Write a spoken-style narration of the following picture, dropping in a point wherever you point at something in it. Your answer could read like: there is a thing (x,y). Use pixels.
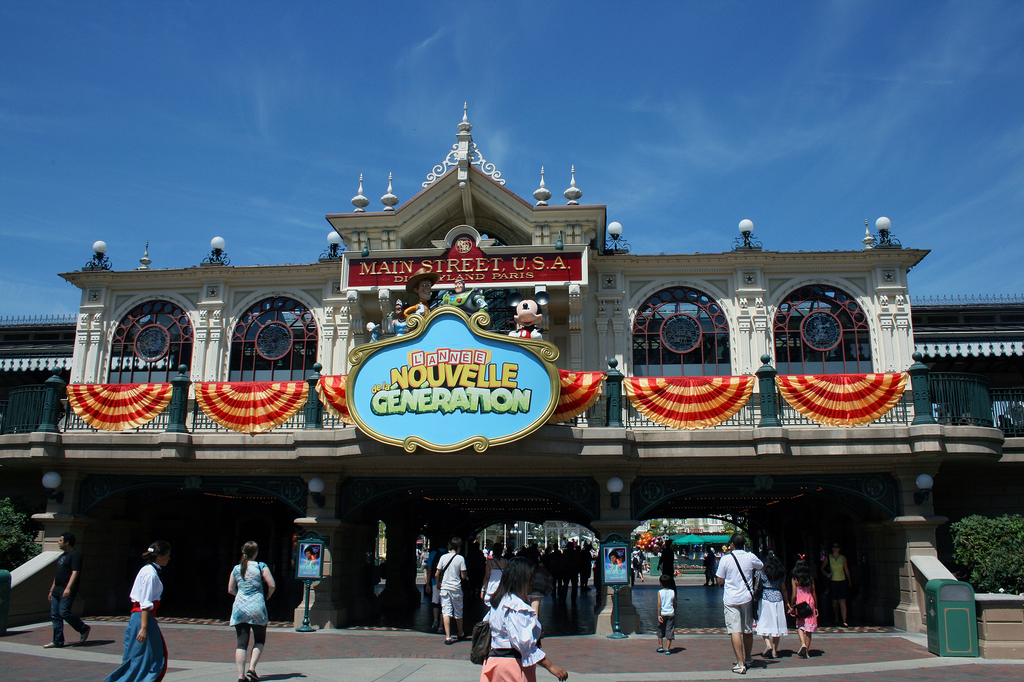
In this image I can see a building (548,449). On the bottom of the image (740,621) I can see few people (489,653) are walking on the road (377,636). On the right side (994,539) there is a plant (985,550). On the top of the image (501,71) I can see the sky (621,97) in blue color.
